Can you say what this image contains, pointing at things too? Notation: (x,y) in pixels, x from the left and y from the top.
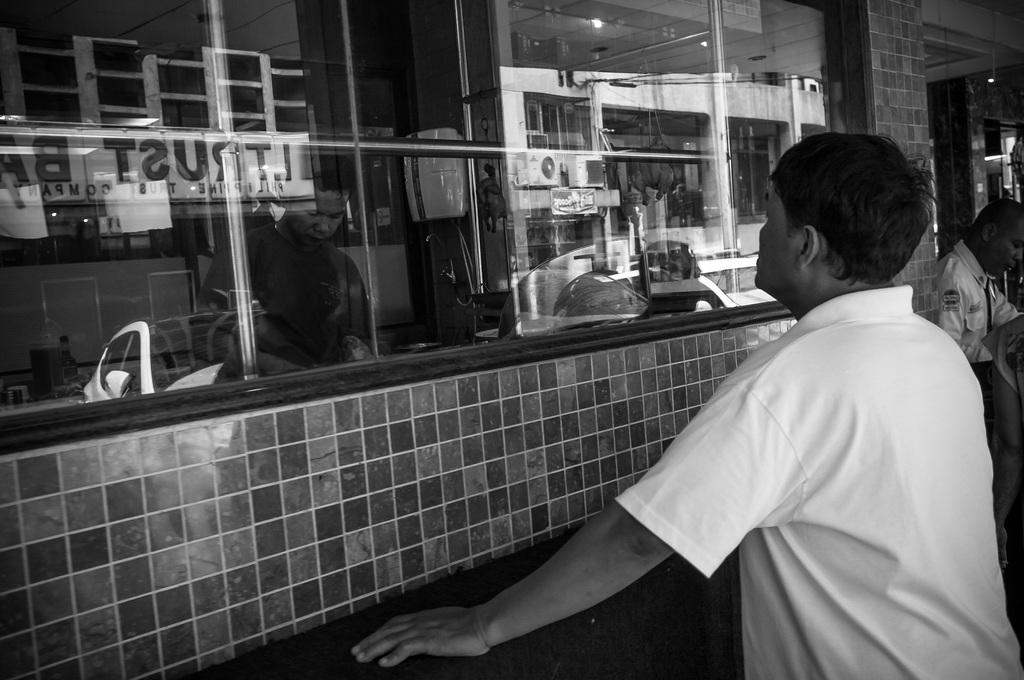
In this picture we can see some persons (299,275) standing, wall (474,475), rods (347,16), AC (549,180), name board (8,163), lights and some objects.
